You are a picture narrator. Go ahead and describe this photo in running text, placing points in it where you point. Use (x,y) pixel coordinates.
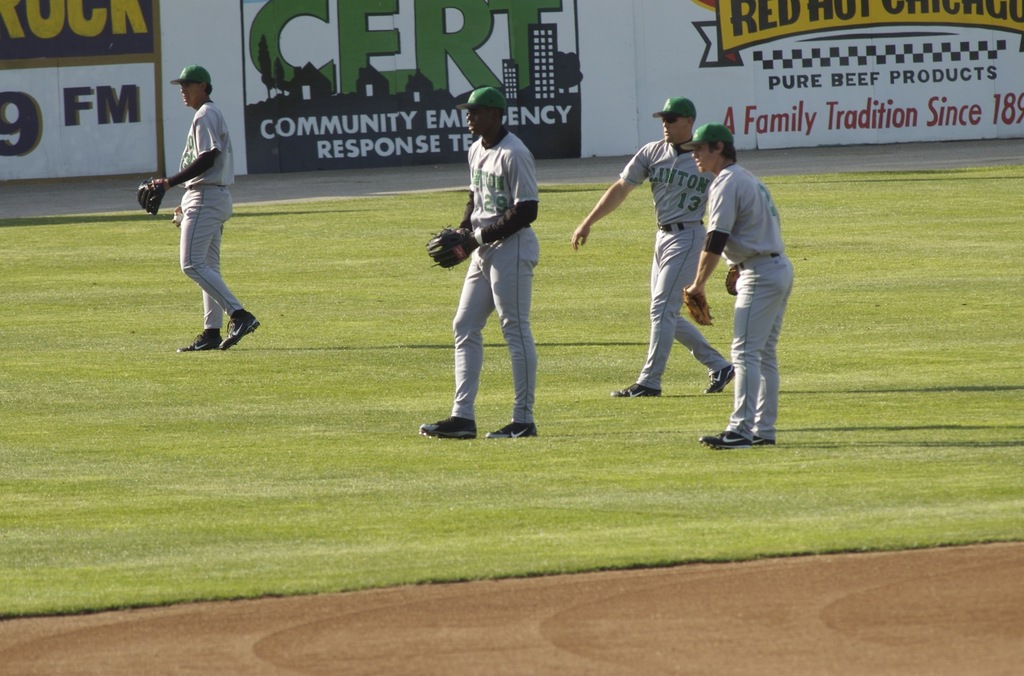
In this image I can see four player (471,340) are in the ground (558,357). The person (535,189) is wearing white and green color dress (507,208) and green color cap (493,102). Back Side I can see something is written on the wall (778,72) with a different color.
